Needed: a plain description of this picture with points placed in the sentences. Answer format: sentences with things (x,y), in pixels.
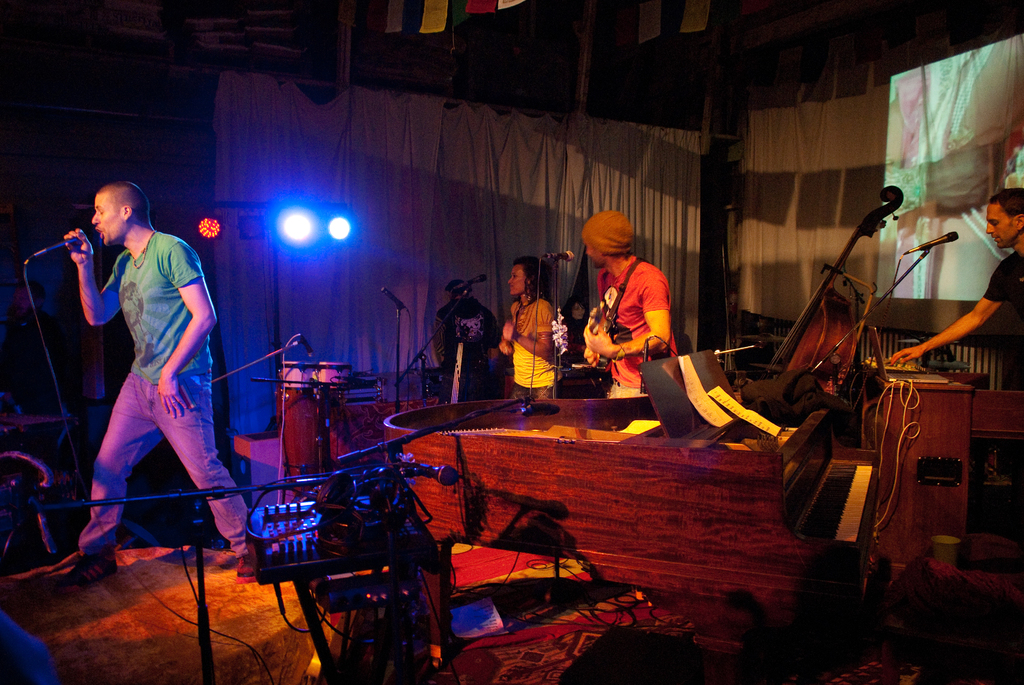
This image is clicked in a concert. There are five people (204,327) in this image. To the left (195,267), the man (114,472) wearing green t-shirt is singing in a mic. To the right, the man (994,214) standing and operating the laptop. In the middle (534,285), there is a woman (536,284) standing in front of the mic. In the background (280,112) there is a white curtain (620,141), wall (636,56) and the screen (920,117).
